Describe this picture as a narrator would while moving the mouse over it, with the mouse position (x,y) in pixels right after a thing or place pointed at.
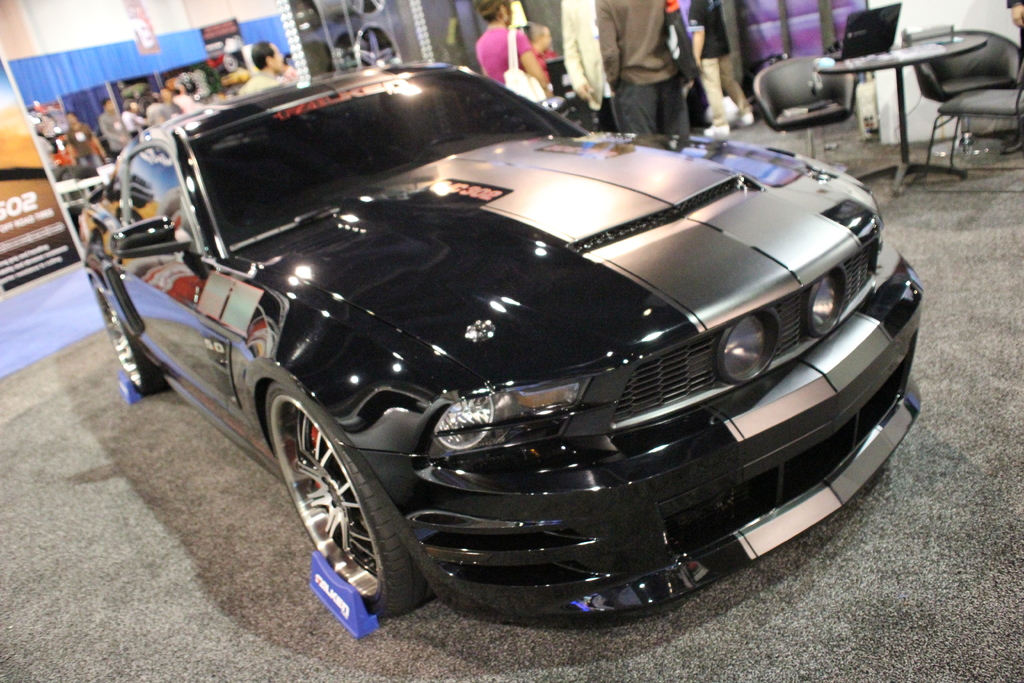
There is a car (342,283) behind it there are hoardings (38,195) and group of people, tables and chairs (958,62) and a laptop (888,45).
